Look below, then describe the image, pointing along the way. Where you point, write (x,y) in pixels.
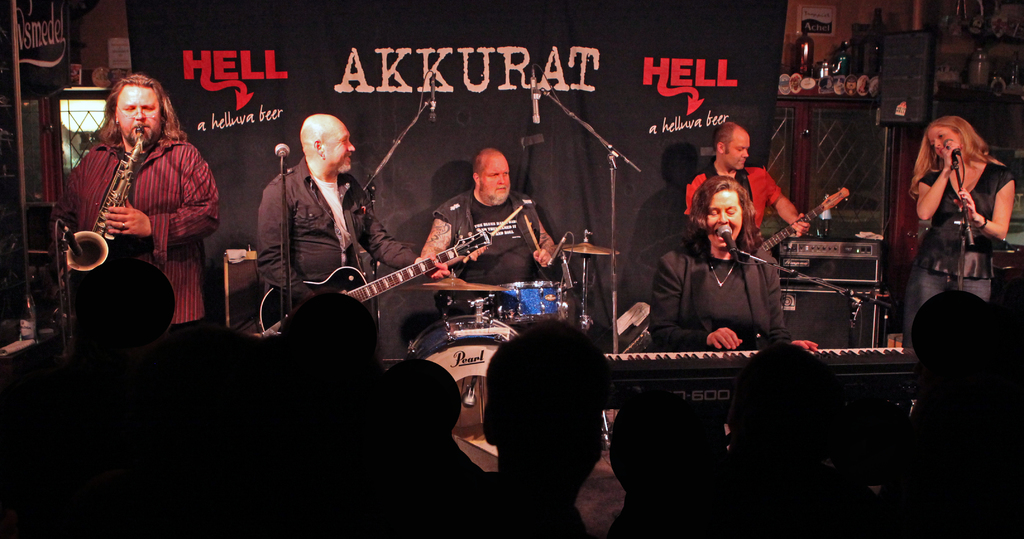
This picture is of inside the room (1023,150). On the right (969,152) there is a woman (979,201) wearing black color t-shirt (993,189) standing and holding a microphone (954,154) which is attached to the stand (967,221). There is a woman (721,219) wearing black color t-shirt (739,302), sitting, playing piano (726,353) and seems to be singing, behind her there is a man (744,165) wearing red color t-shirt (764,185), standing and playing guitar (816,205). In the center (491,192) there is a man (496,192) wearing black color t-shirt (509,238), sitting and playing drums (585,248), beside him there is a man (320,181) wearing black color shirt (309,198), standing and playing guitar (447,256). There is a microphone (278,154) attached to the stand (285,235). On the left (147,107) there is a man (159,176) wearing red color shirt (170,209), standing and playing saxophone (106,219). In the background (106,11) there is a wall (125,17) and a black color banner (659,57) and we can see a cabinet (839,102) on the top (854,99) of which some items (846,65) are placed.
